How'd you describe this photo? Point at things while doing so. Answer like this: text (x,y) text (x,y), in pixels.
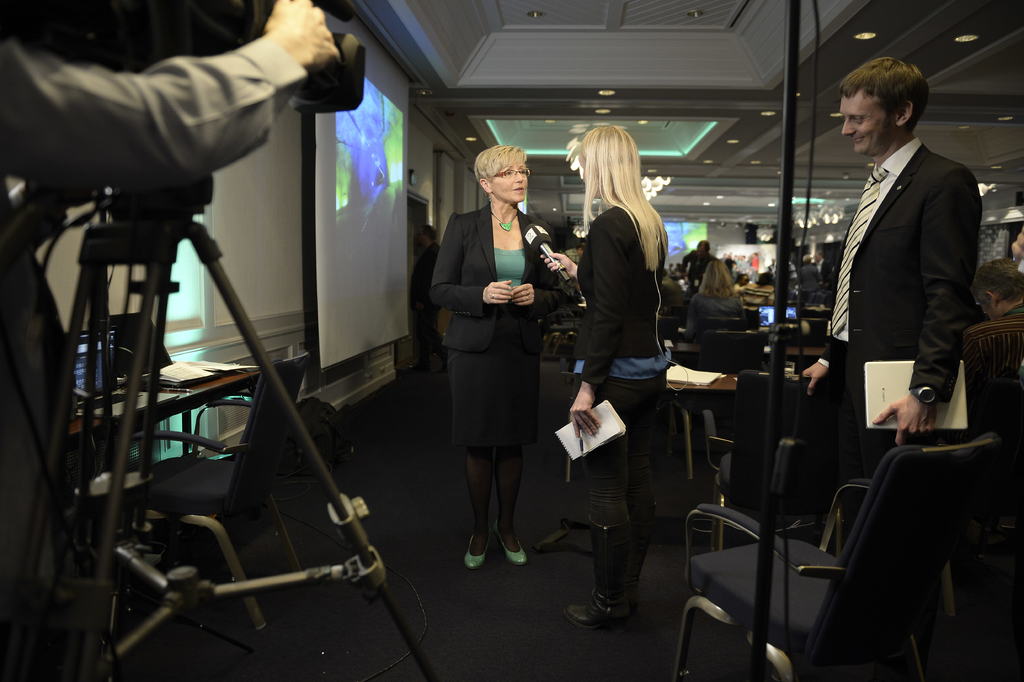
In this image i can see 2 women (508,286) and a man (905,334) standing. one of the woman (656,322) is holding a microphone (557,271) and few papers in her hand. The man (874,441) on the right side (856,410) is wearing a watch (922,391) and holding a object (909,380) in his hand (908,410). To the left side of the image (12,457) i can see a person (13,80) standing and holding the camera (225,38). In the background (763,276) i can see few people (755,290) sitting on chairs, the ceiling (609,49) and a projection screen (375,203).
